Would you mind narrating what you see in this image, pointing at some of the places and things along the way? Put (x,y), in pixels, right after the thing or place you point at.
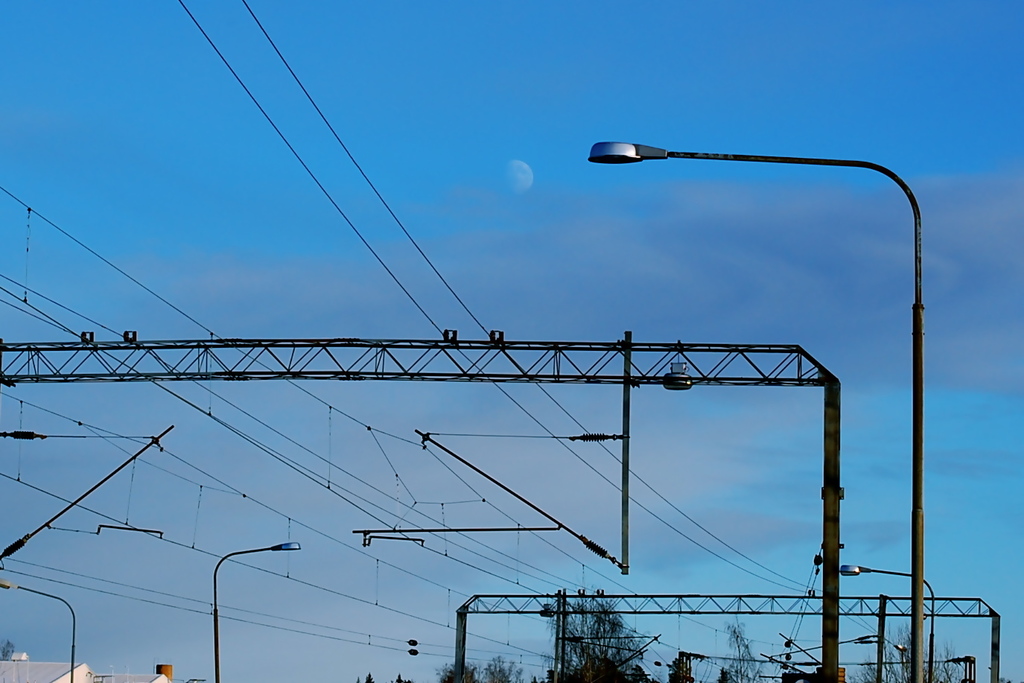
In this picture we can see rods (267,377), poles (921,668), trees (569,625) and in the background (284,476) we can see the sky (654,269) with clouds (664,281).
